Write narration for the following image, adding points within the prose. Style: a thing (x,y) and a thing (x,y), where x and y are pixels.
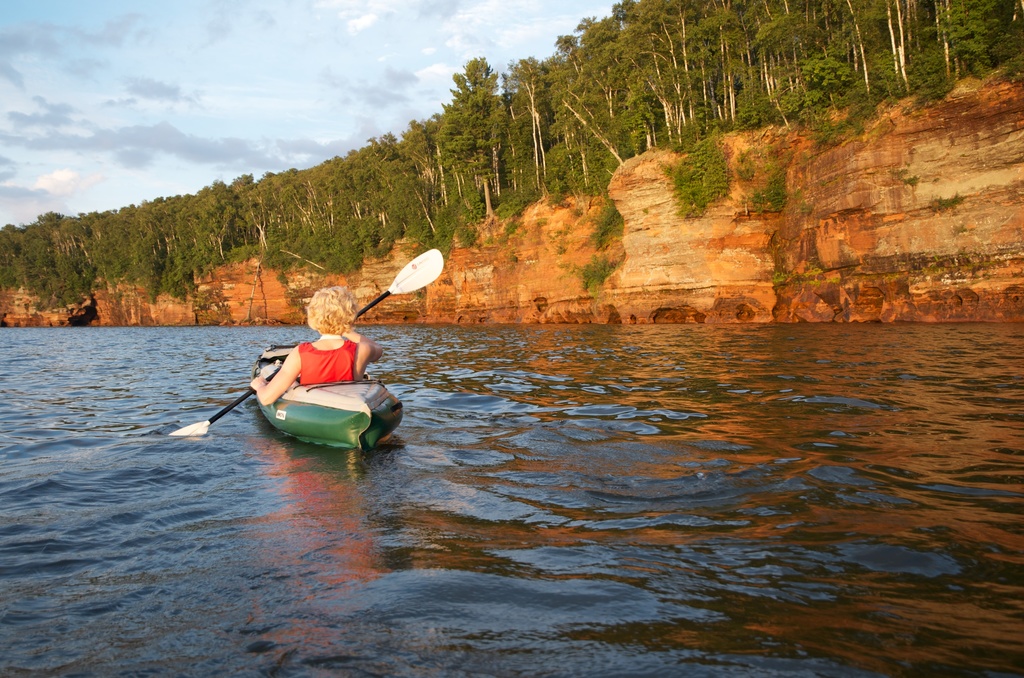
In this image we can see a person (339,302) holding an object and sailing in the boat (358,407) which is on the surface of the water (390,449). In the background (418,144) we can see many trees (550,101). We can also see the sky (208,23) with the clouds (41,183). We can also see the rock (910,230).
